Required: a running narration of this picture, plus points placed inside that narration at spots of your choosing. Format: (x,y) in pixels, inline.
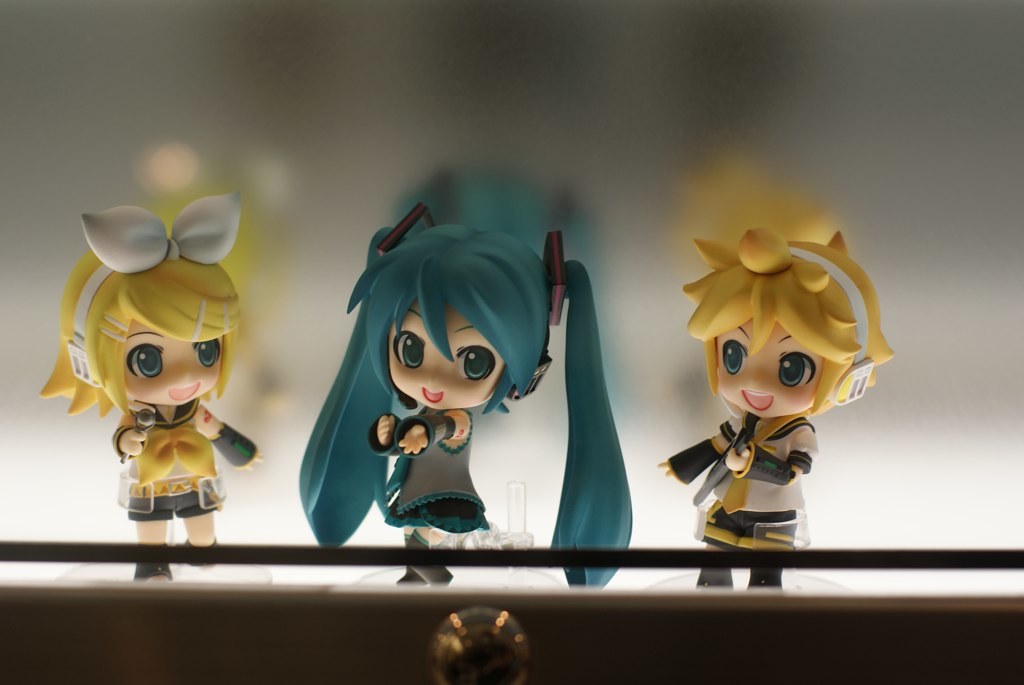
In the center of the picture (425,299) there are three dolls (102,341), behind them there is a white surface (573,66). At the bottom (608,607) it is looking like a locker (503,625).
